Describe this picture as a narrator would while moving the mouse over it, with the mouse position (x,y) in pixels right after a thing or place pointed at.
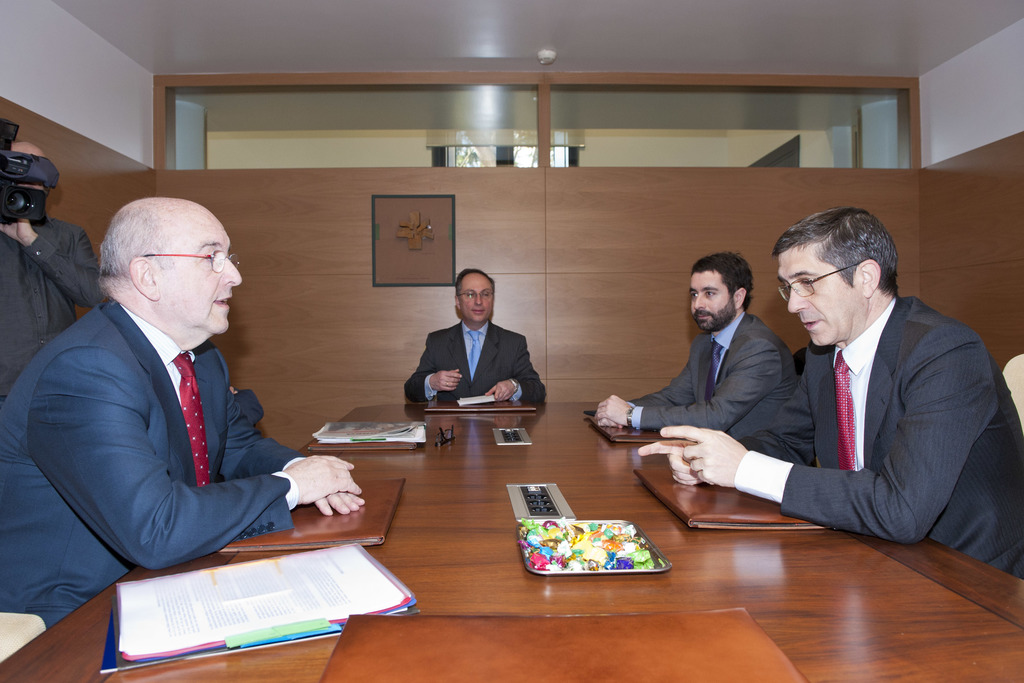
There is a table (423,548). Around the table (461,508) there are four persons (714,357) sitting. On the table (645,591) there is a tray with some items (590,567). There are switch boards (522,444), files (516,410), specs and papers (365,565). On the left side (60,322) there is a person (21,231) wearing video camera (23,175). Some are wearing specs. Also there is a wooden wall (424,171). On the wall (350,246) there is a frame (429,220).
